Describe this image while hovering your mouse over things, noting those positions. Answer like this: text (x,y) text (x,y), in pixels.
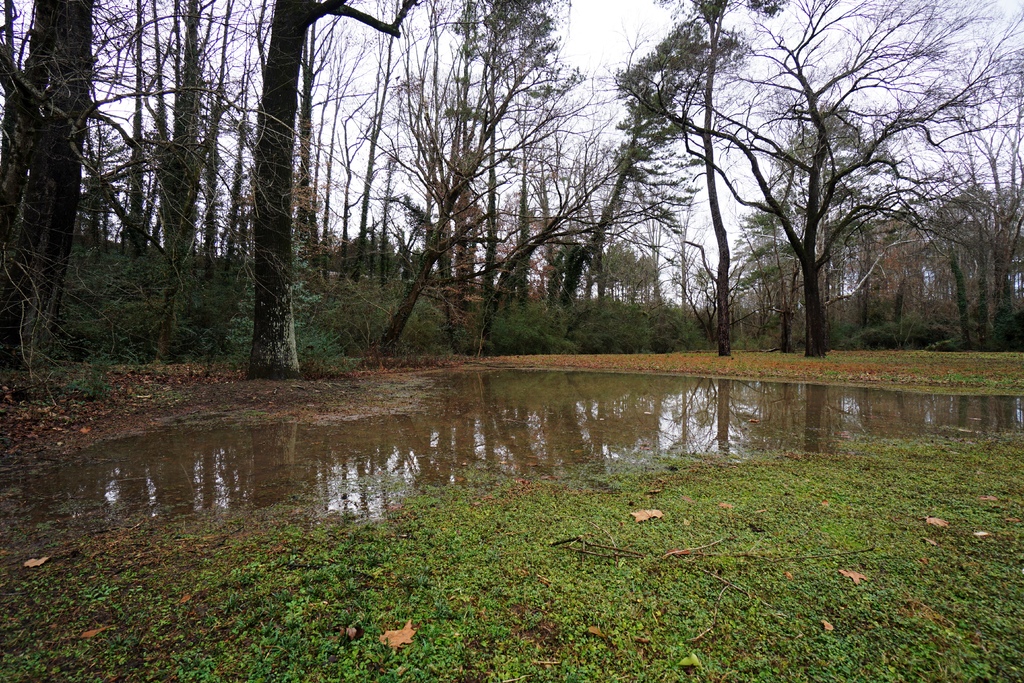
This is an outside view. Here I can see some water (528,419) on the ground (304,470) and also I can see the grass (556,580). In the background (429,331) there are some trees (525,250). On the top of the image (599,34) I can see the sky (588,47).
